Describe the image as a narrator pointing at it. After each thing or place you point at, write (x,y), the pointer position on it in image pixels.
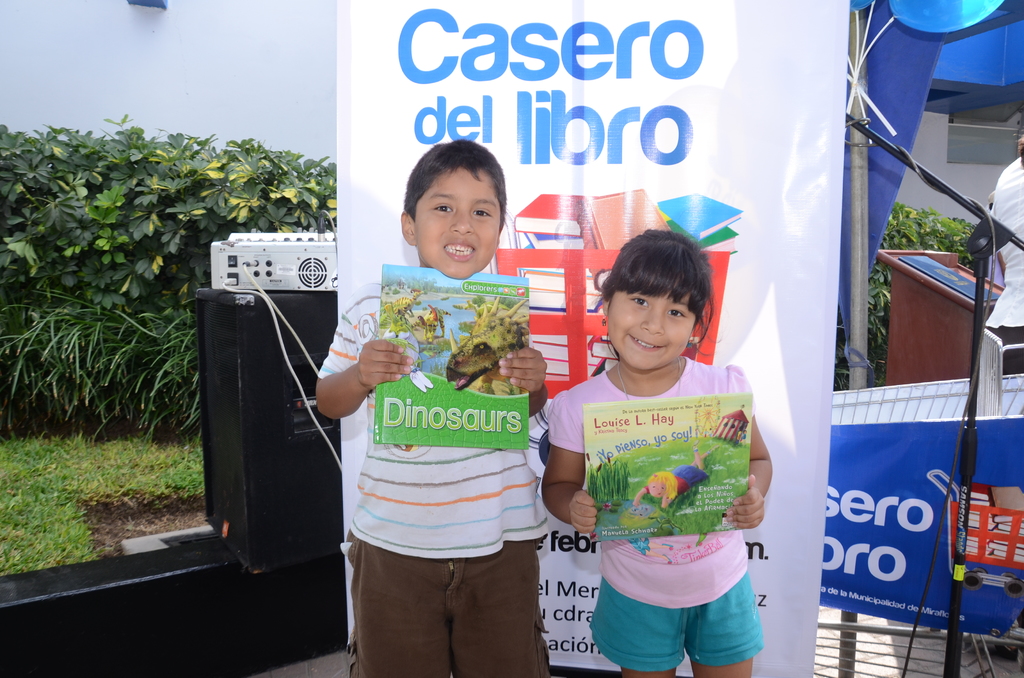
This picture consists of two children (353,391) holding books (523,417) and they both are open their mouth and in the background (724,343) I can see a banner (599,144) on the banner (558,216) I can see text (572,116) and I can see mike (999,229), person (1005,265), bushes (948,244), board (893,314) visible on right side (938,234) and on left side (54,172) I can see the wall (27,122), bushes (50,140), speakers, grass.
